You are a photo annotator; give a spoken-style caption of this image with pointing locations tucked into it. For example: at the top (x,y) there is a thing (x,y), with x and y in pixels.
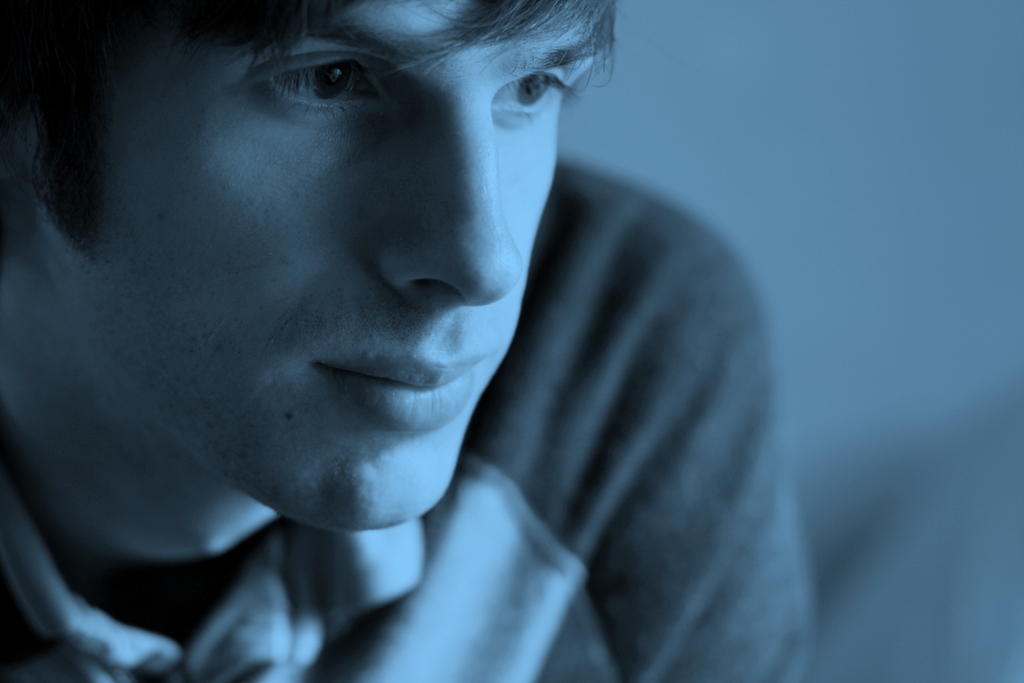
In this image we can see the close view of a person (667,501) wearing T-shirt (124,635). This part of the image is slightly blurred.
